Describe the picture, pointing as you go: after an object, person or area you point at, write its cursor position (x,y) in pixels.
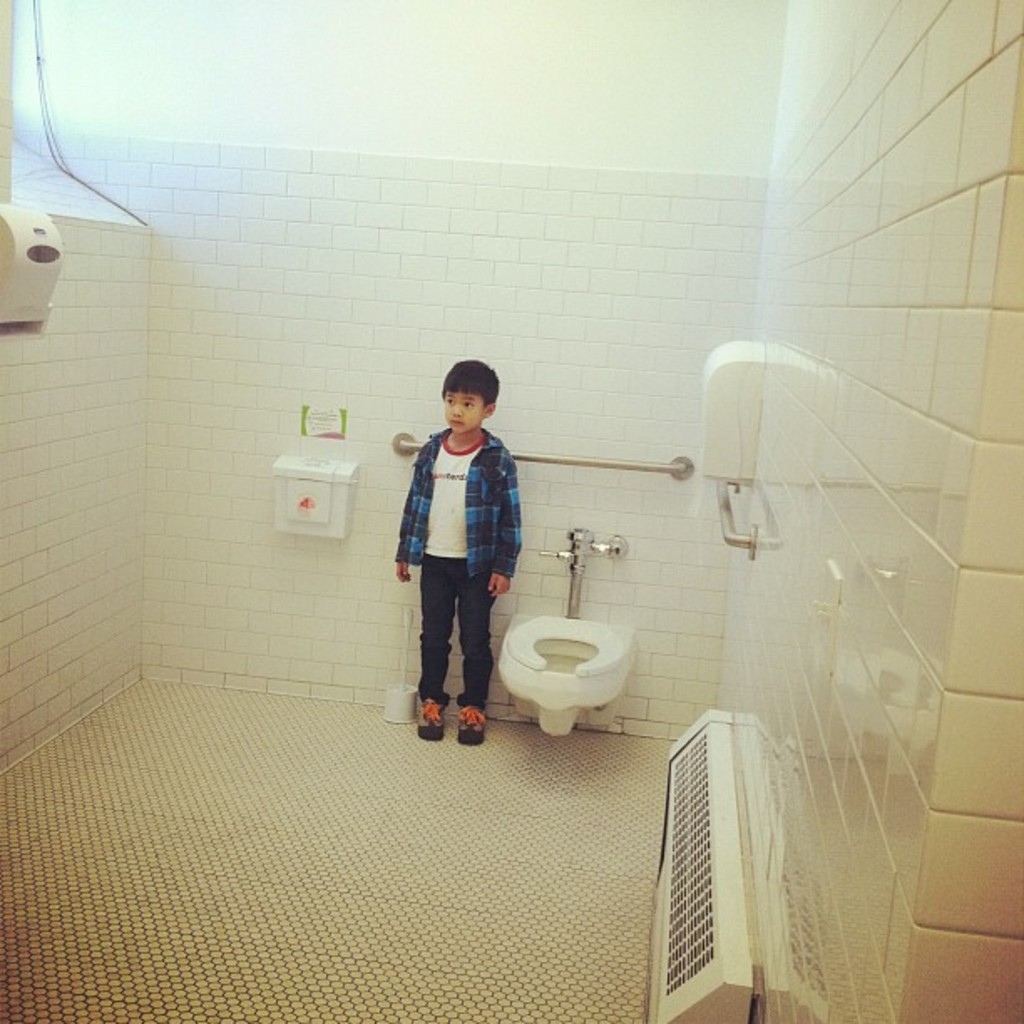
In the center of the image (472,435) there is a boy (448,595) standing on the floor (456,759). On the right side of the image (719,411) we can see tissue dispenser (712,425), toilet (586,634) and tap (584,560). On the left side of the image (304,488) we can see tissues (42,268), dustbin (298,504). In the background (233,238) there is wall (416,228).
